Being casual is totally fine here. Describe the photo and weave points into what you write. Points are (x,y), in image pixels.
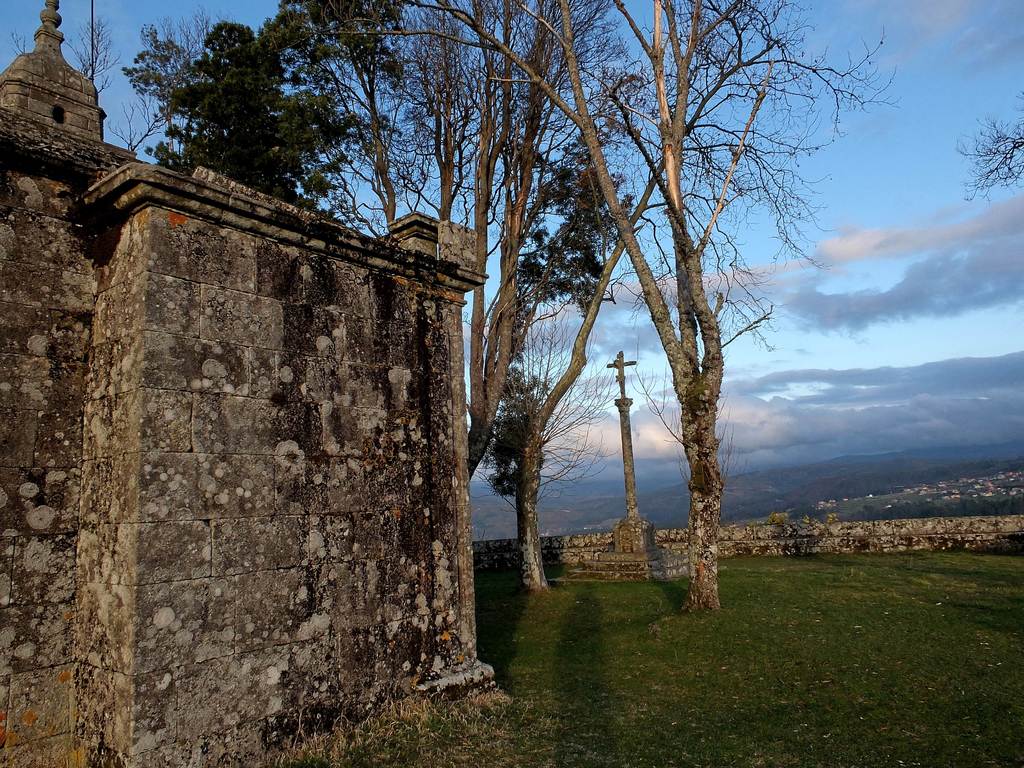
This picture is taken from outside of the city. In this image, on the left side (267,345), we can see a building (223,303). In the middle of the image (626,369), we can see some trees (680,68), pillar (618,407), cross (621,388). On the right side (993,484), we can see some buildings (950,480), trees (858,485) and a wall (897,545). At the top (901,88), we can see a sky (914,108) which is a bit cloudy, at the bottom (781,646), we can see a grass (894,654).
